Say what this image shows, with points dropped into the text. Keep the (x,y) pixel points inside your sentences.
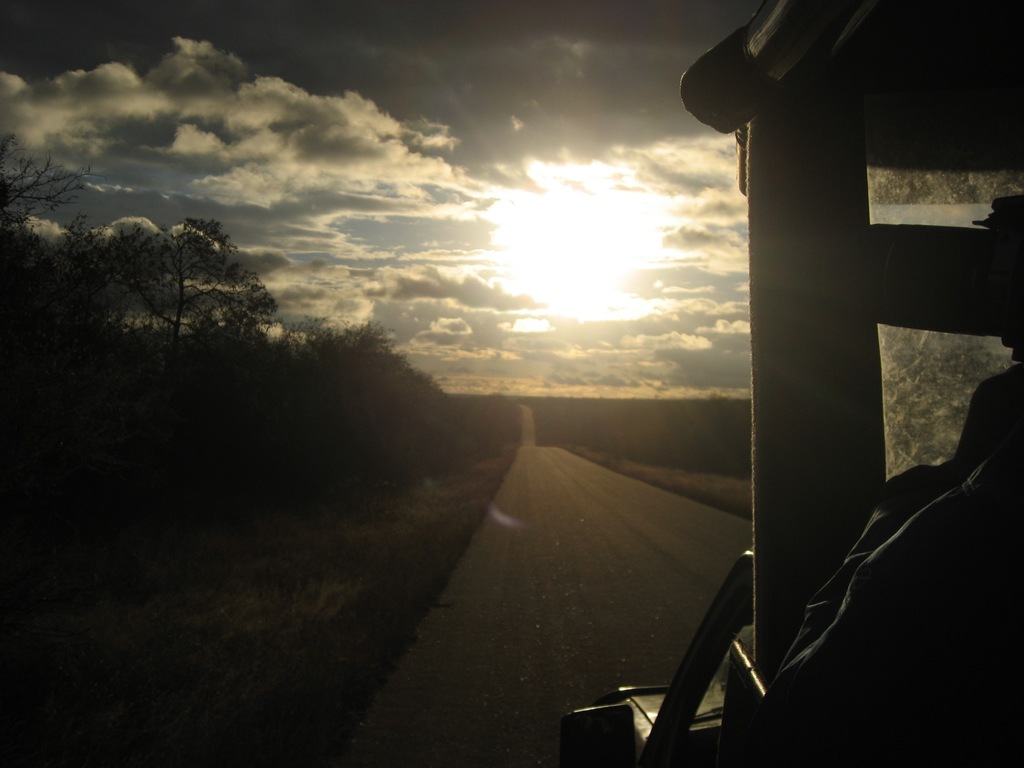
In this image we can see trees (307,452), road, grass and other objects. At the top of the image (337,82) there is the sky (361,163). On the right side of the image (802,489) it looks like a vehicle (760,625).
